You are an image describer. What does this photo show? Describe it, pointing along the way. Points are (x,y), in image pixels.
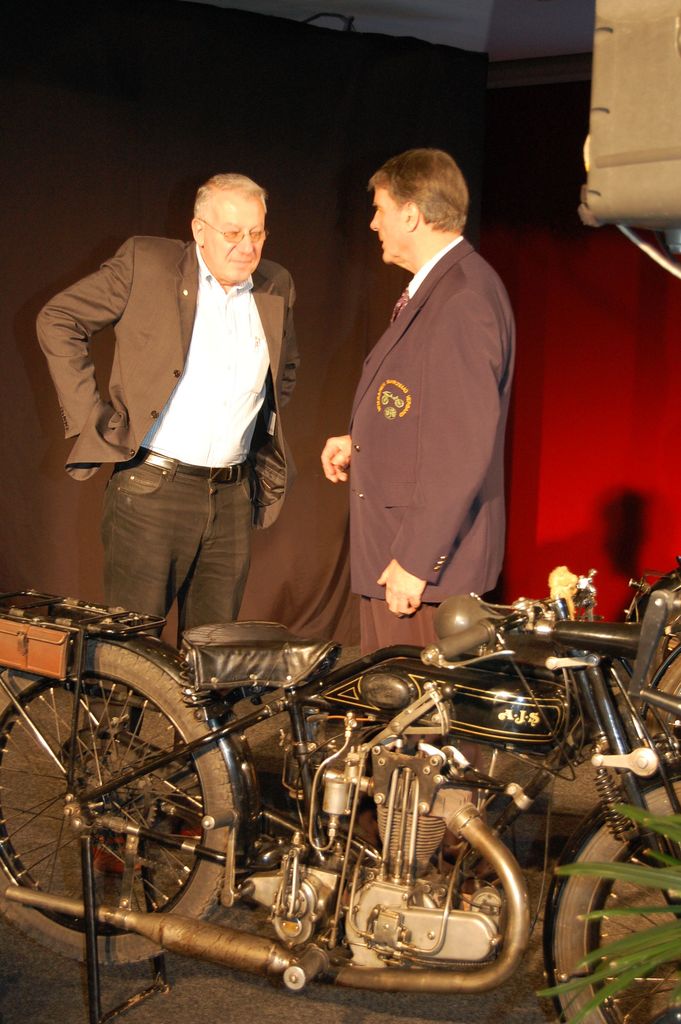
In this picture there is two men (107,287) who are wearing blazer (153,375), shirt (231,395), trouser (176,501) and shoes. They are standing near to the bike (412,764). In the back (284,541) I can see the wall (294,539). In the top right corner (634,195) I can see some curtain (611,246) and steel object (646,184).
